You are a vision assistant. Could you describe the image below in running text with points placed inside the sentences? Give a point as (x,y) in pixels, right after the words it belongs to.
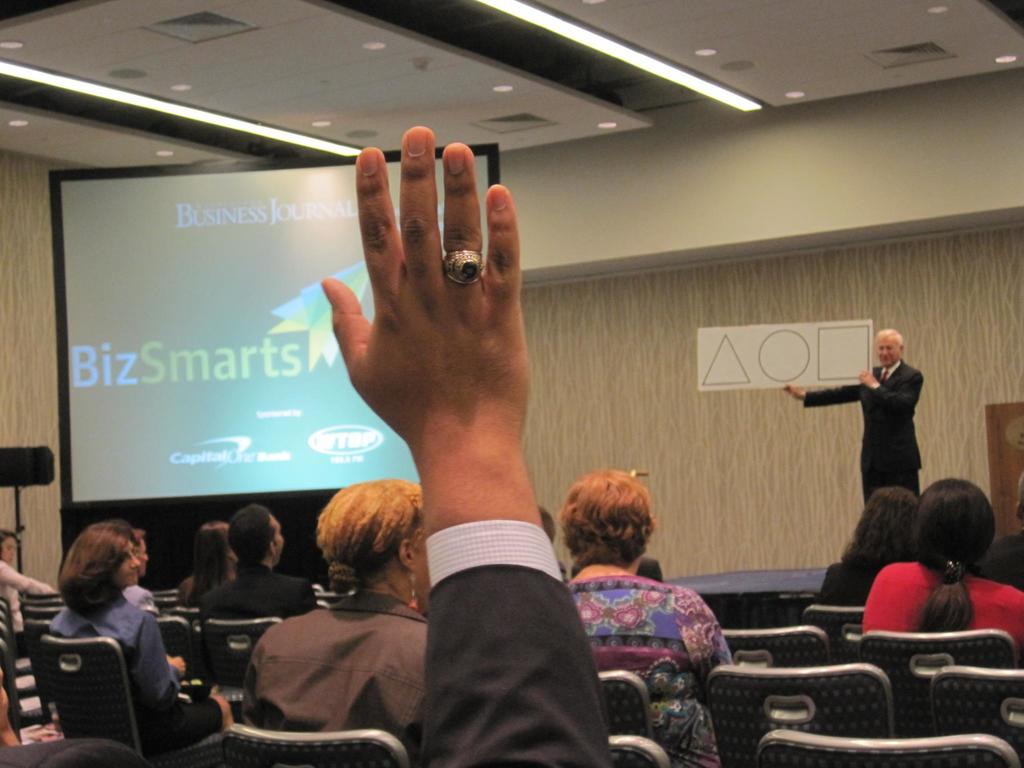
In this picture I can see some of the students (684,619) sitting on the chair (761,656). I can see a person (873,442) standing on the right side (885,435). I can see the hand (517,438) of a person (508,515). I can see the screen (249,372) on the left side (243,371). I can see light arrangements (649,56) on the roof (625,69).
